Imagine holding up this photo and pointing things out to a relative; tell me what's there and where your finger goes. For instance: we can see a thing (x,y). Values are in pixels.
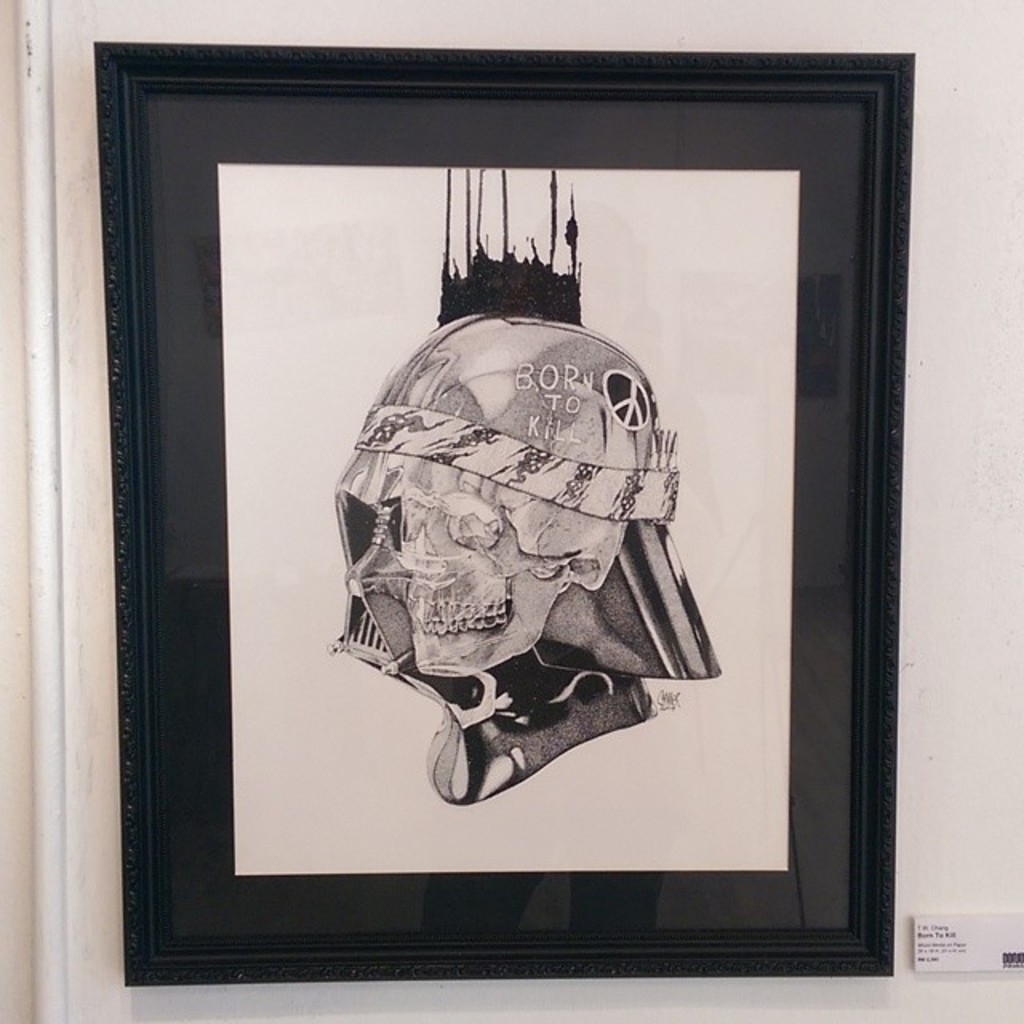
In the picture we can see a black color photo frame (179,818) in it we can see a painting (468,390) of a skull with some designs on it and written on it as born to kill.
